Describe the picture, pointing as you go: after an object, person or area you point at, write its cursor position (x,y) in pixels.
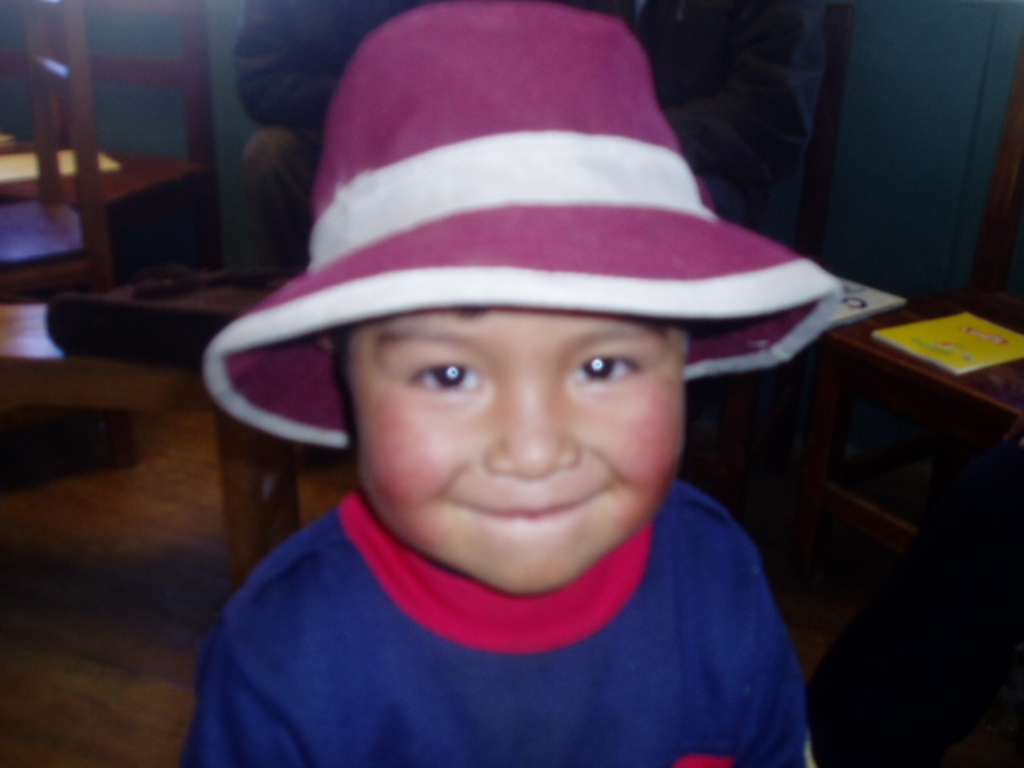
In this image we can see a child (530,399) wearing a hat (638,310). On the backside (767,380) we can see a book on a table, some chairs (744,403), a wall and some people (289,263) sitting.
